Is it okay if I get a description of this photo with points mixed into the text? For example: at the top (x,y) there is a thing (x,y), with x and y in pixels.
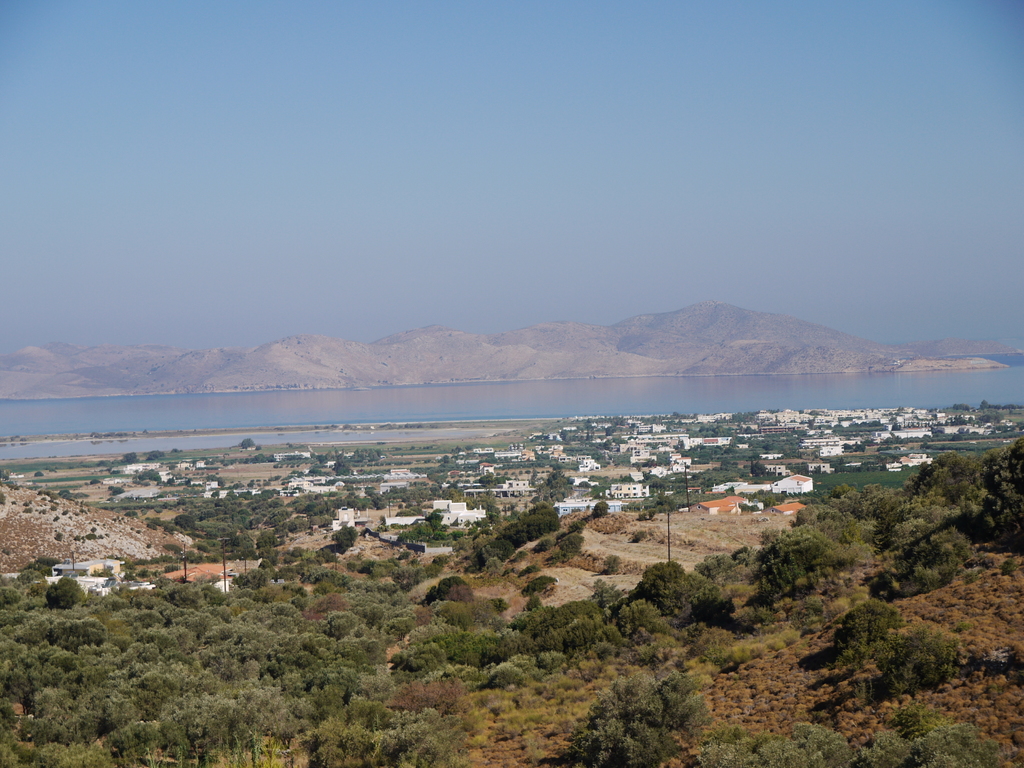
In this picture we can see trees (471,628), houses (776,492), water (803,379), hills (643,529) and a sky (541,227).
